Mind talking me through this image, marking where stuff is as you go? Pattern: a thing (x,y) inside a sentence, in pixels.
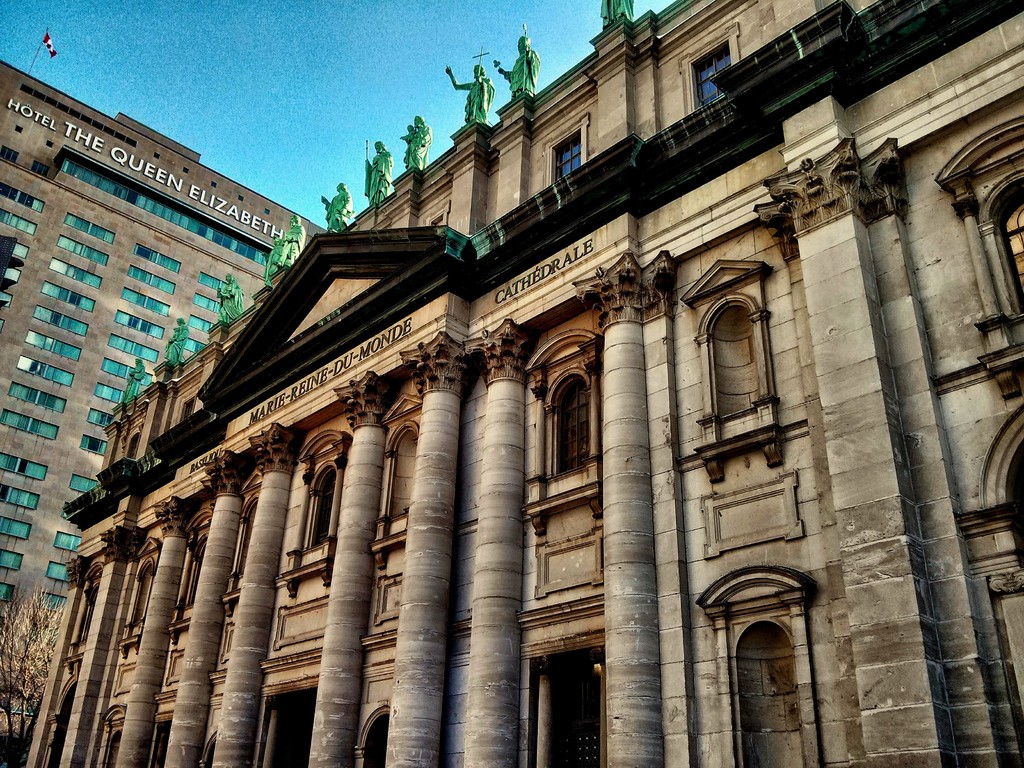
In this image there are buildings (240,403) and in the front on the top of the building (233,327) there are statues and there is some text (302,393) written on the wall (534,305) of the building (378,339) and in the background of the building (124,234) there is some text (79,133) written on the wall (138,175) and on the top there is a flag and there is a tree (38,627) in front of the building (951,68).
